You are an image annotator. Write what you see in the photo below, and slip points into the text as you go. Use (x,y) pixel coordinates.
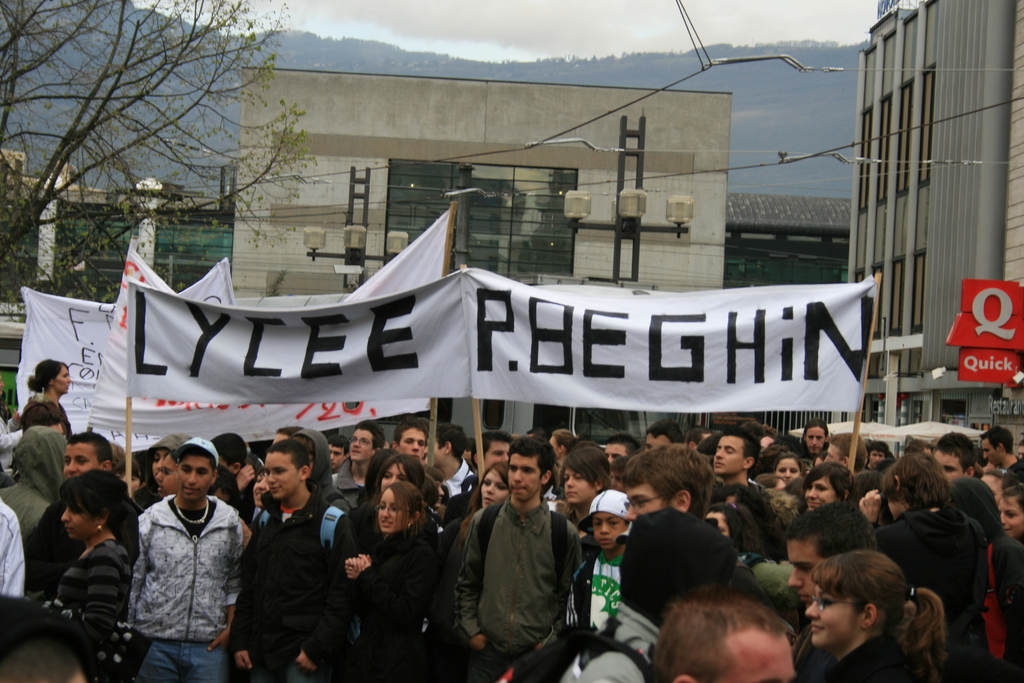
In this image I can see number of people (498,548) are standing. I can see all of them are wearing jackets (436,523) and few of them are carrying bags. Here I can see white colour banners (221,347) and on these banners (378,360) I can see something is written. In the background (651,216) I can see few buildings (305,227), a tree (139,66), few wires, red colour board (973,323) and few poles (458,203).
